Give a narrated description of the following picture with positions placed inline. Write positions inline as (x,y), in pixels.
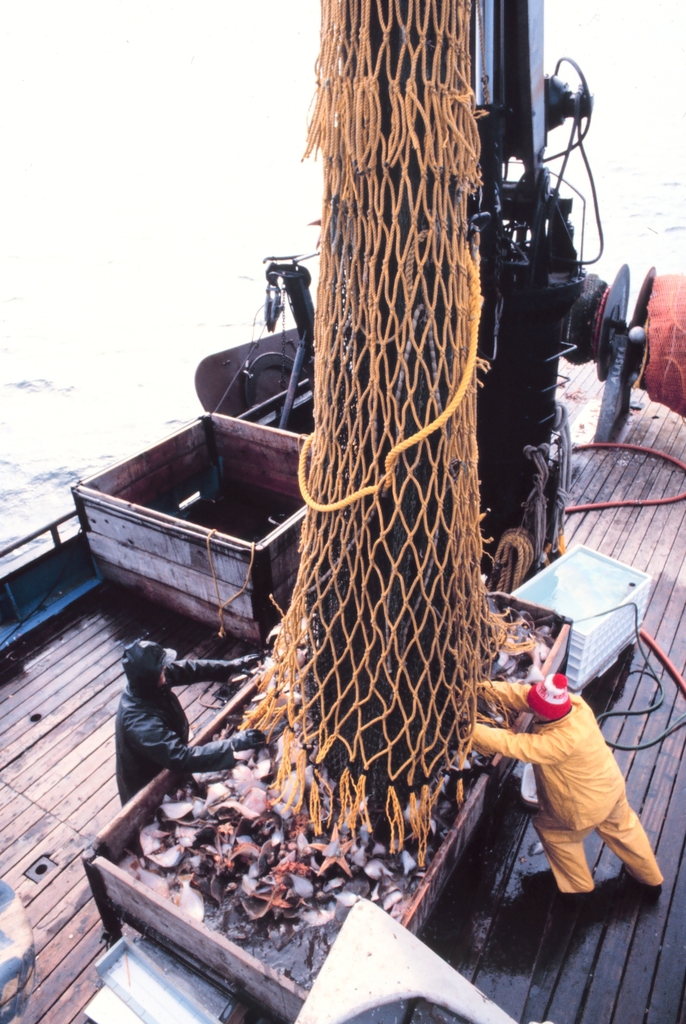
In this image we can see two persons (578,774) standing on the surface (550,905) holding a net (413,719) in their hands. In the center of the image (259,466) we can see two containers (252,973) on the ground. In the background (531,229), we can see two wheels (634,327), a machine (560,287) and water (156,309).
